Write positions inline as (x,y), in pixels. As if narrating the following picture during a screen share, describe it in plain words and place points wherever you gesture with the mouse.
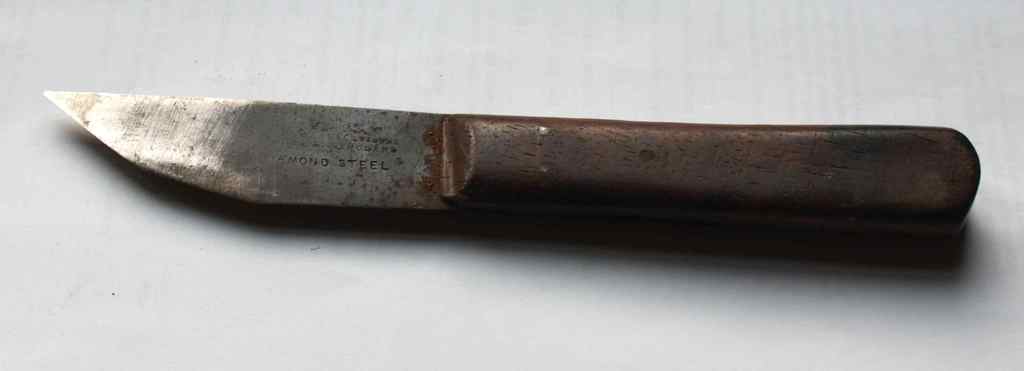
This picture contains a knife (385,140). The handle (527,147) of the knife (646,139) in brown color. It has a sharp edged blade (108,134). In the background (502,47), it is white in color.
